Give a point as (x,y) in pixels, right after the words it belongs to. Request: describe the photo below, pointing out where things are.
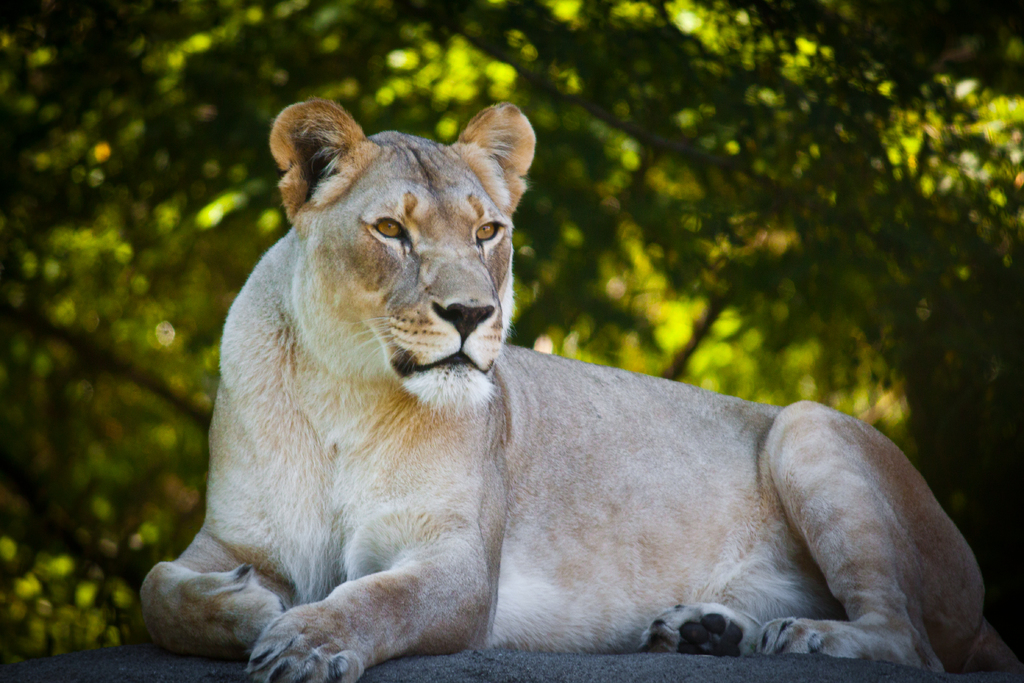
In this image, there is a lion (436,346) looking at something. In the background (617,275), image is blurred.
